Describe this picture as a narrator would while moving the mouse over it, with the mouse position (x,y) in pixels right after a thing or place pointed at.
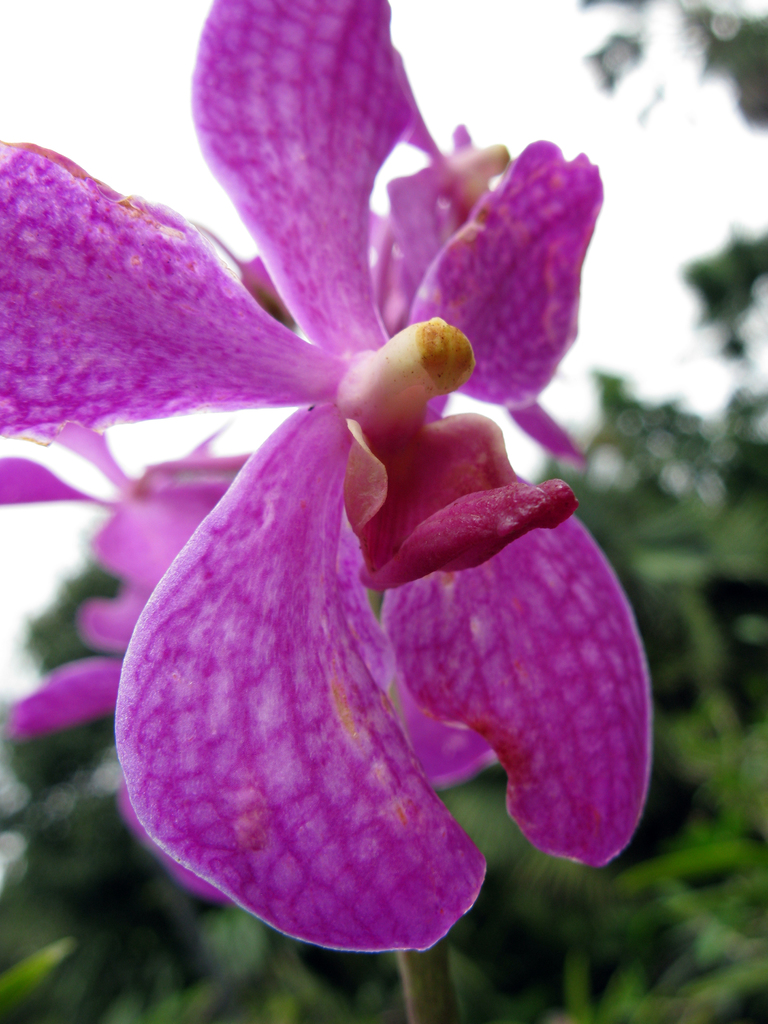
In this image I can see few violet color flowers (250,587). In the background (624,892) many leaves (503,902) are visible. At the top of the image (611,142) I can see the sky (511,60).
